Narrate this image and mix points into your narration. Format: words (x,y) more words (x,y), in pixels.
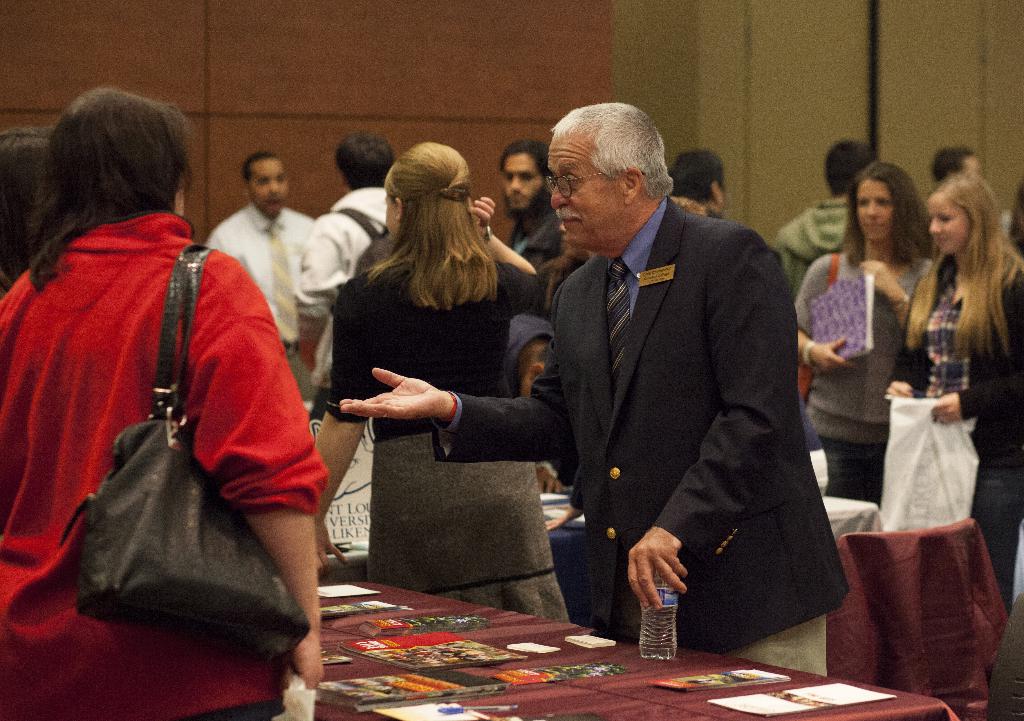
There are a lot of people (509,417) in a hall (573,273) and all of them are talking to each other and in between the people (658,441) there are some tables (417,594) and on the tables (523,696) there are some papers (547,671) and magazines (436,649) and in the background (407,49) there is a wall (620,45).
